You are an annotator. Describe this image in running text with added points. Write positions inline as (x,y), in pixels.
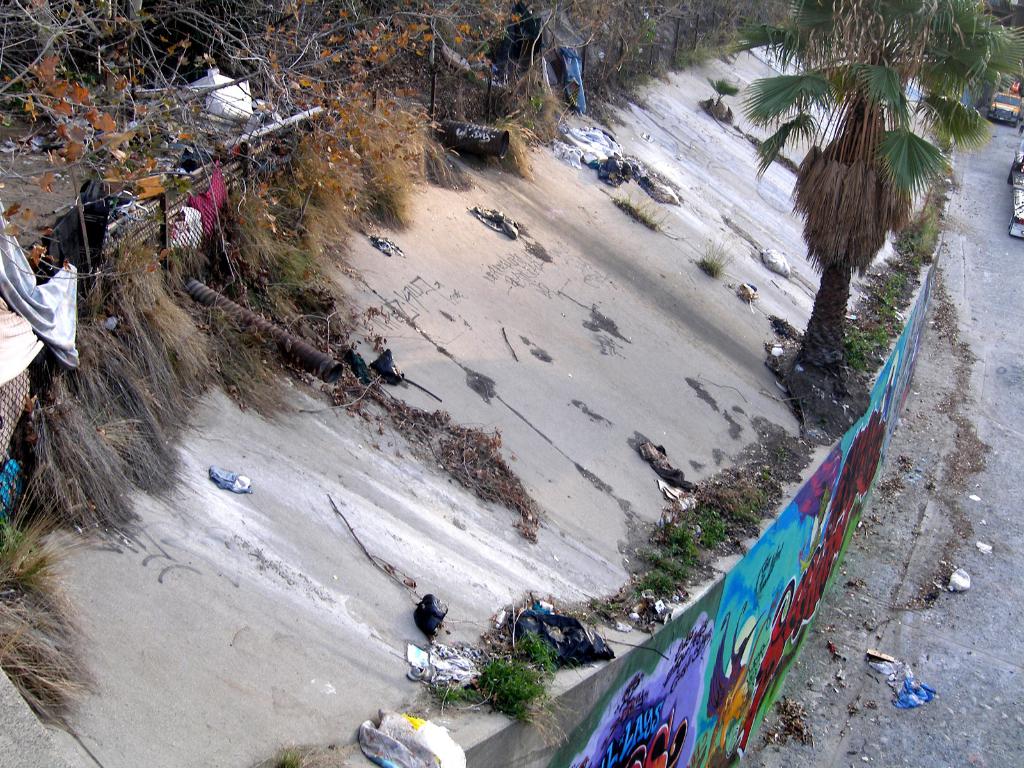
In this picture we can see some painting (612,758) on the wall (656,742). We can see some grass (134,414), few clothes (201,194), wooden objects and some trees (856,57). There are few vehicles (1006,98) on the road (1013,319).
